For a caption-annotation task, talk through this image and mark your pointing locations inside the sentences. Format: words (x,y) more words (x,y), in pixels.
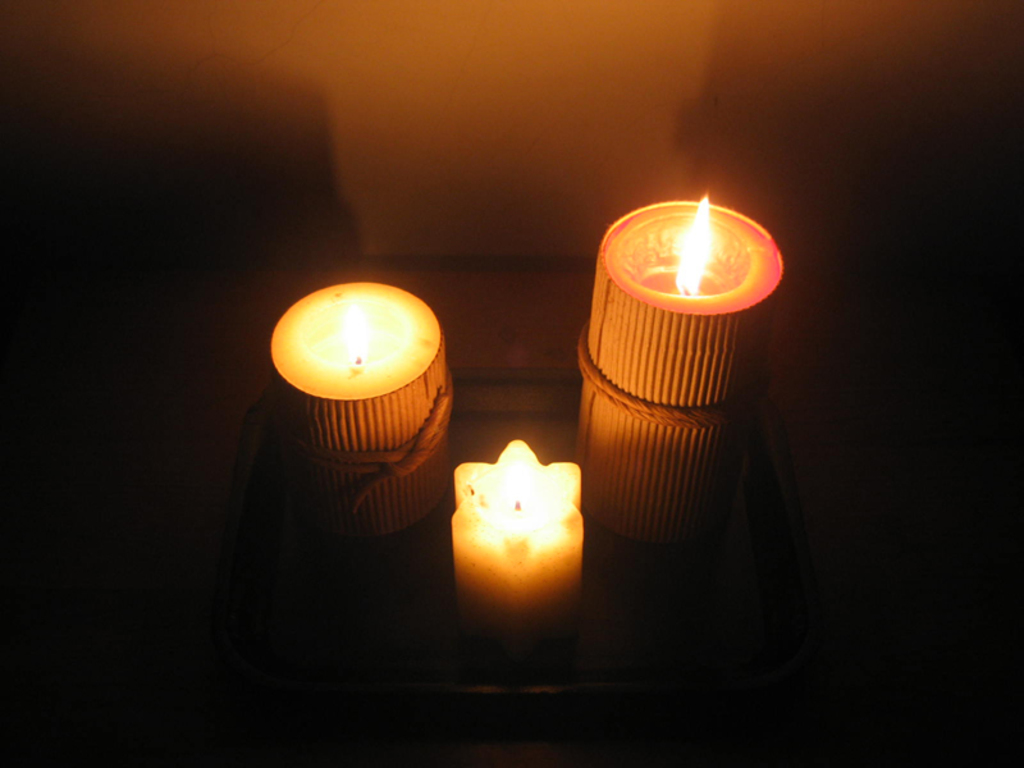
In this picture there are three candles (685,275). At the top (333,73) there is a wall (455,72).
